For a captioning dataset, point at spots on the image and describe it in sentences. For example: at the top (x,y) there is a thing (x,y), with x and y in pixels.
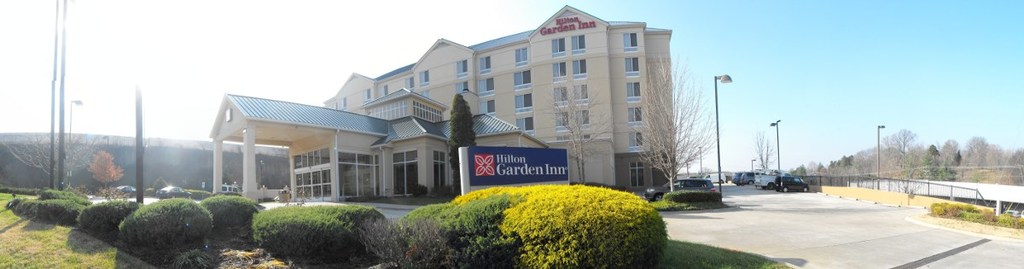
In this image we can see road (749,245), cars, plants (590,226), grass (49,252), poles (70,120), trees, board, fence (877,183), and a building (501,109). In the background (398,23) there is sky (862,106).
